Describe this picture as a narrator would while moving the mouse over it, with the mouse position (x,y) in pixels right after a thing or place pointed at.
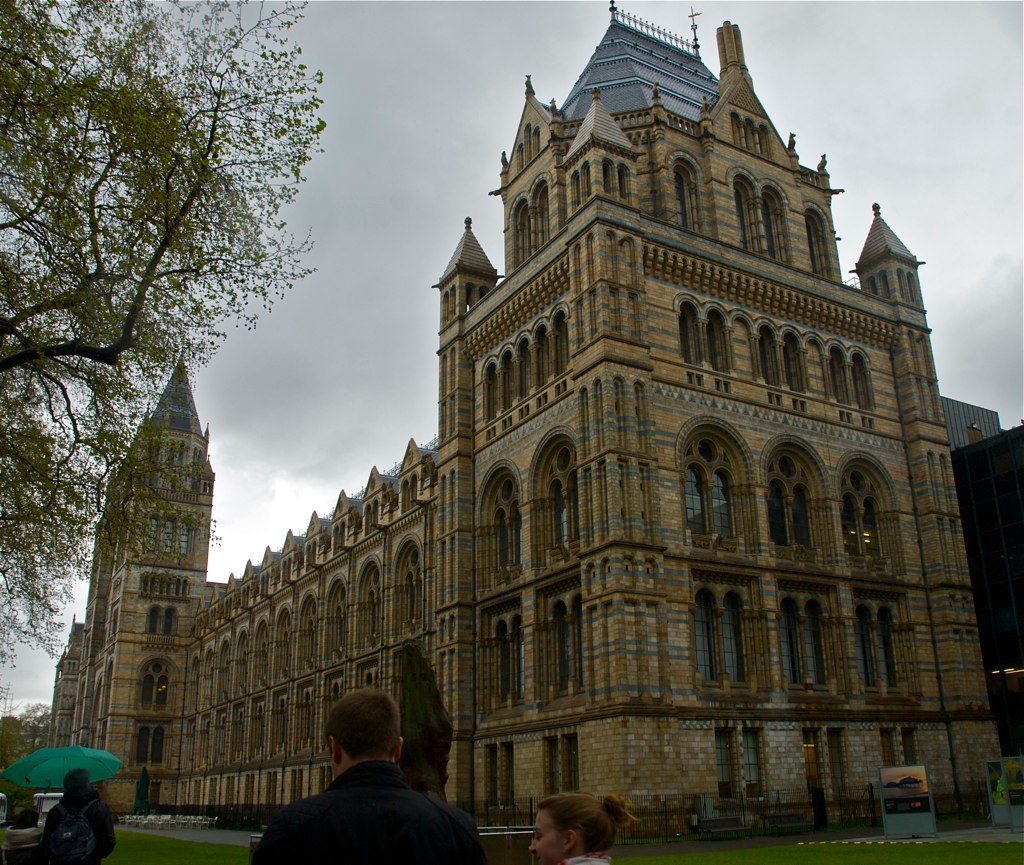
In this image, we can see some persons (82,800) in front of the building (401,621). There is a branch (145,210) on the left side of the image (58,513). There is a person (67,800) in the bottom left of the image (69,826), holding an umbrella (62,784). In the background of the image (304,197), there is a sky (962,377).
